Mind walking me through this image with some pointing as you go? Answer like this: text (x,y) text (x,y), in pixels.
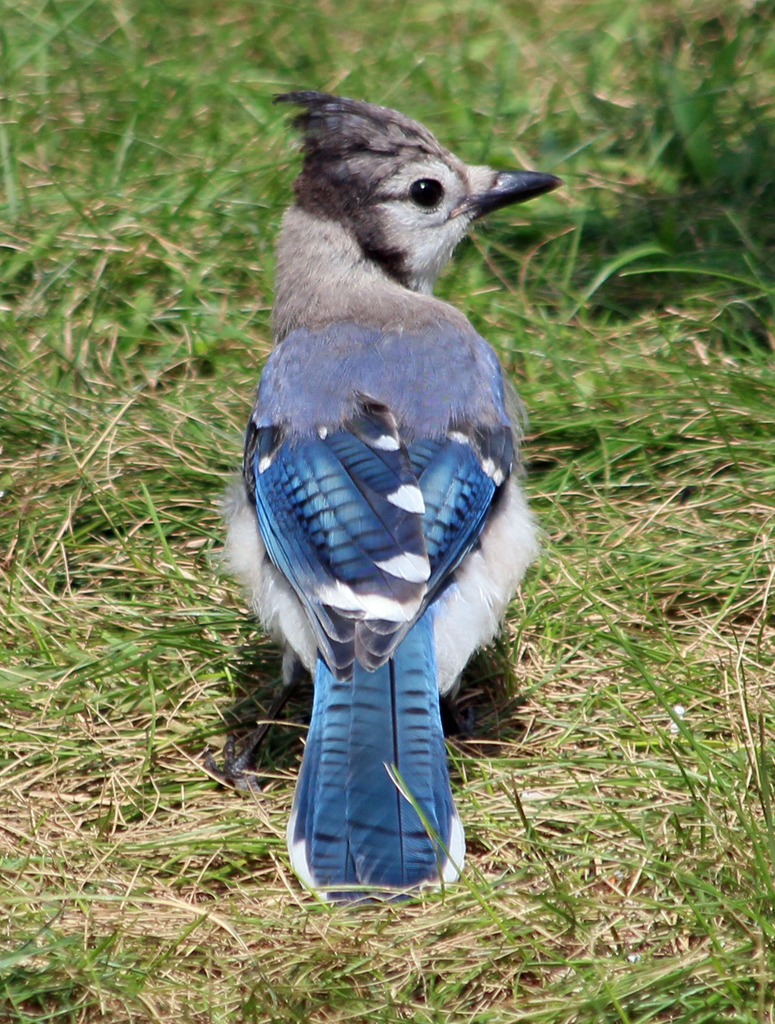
In this image we can see one bird (382,667) on the ground (592,668), some grass (581,603) on the ground (654,719) and the background (456,12) is blurred.
